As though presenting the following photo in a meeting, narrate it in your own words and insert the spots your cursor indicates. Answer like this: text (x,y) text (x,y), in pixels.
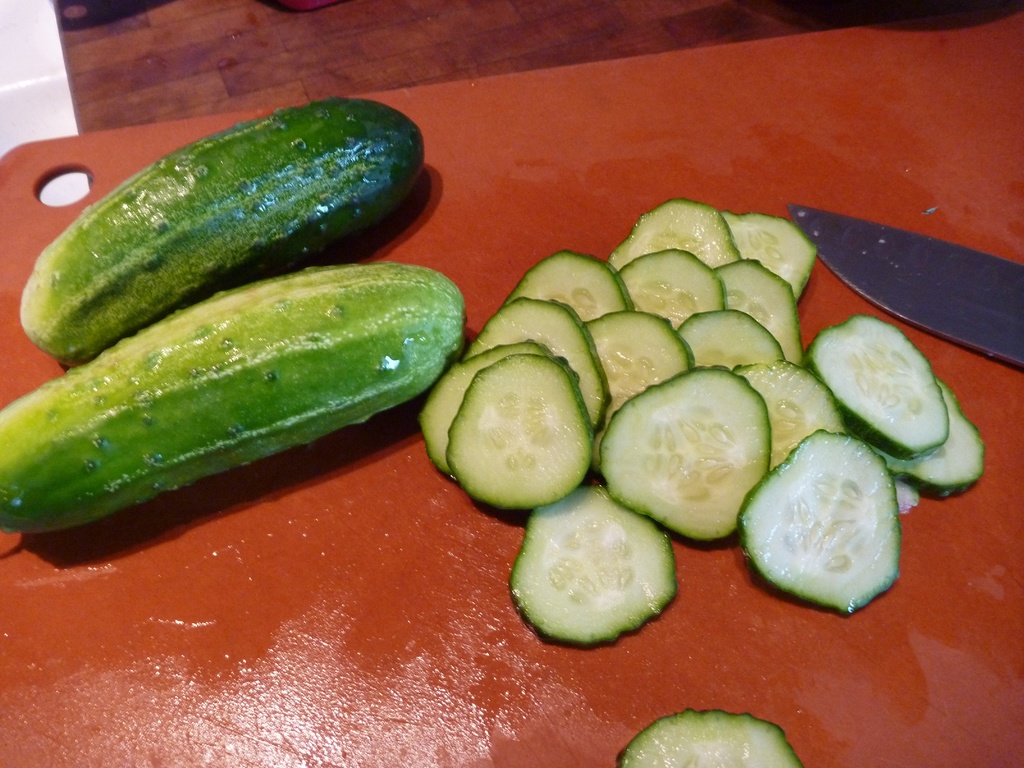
In this image there are sliced pieces (522,416), vegetables (390,397) and a knife (865,256) on the cutting board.
